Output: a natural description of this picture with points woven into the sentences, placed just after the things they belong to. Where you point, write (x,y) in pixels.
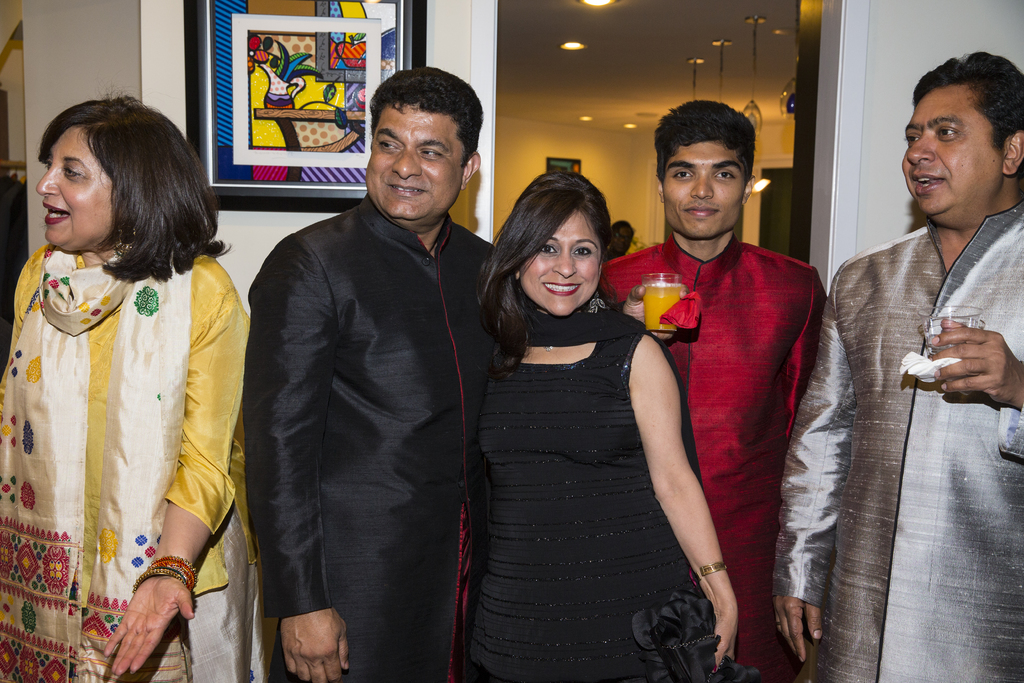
In this image I can see the group of people (498,544) with different color dresses (482,527). I can see the two people (773,368) are holding the glasses (663,311). In the background (286,201) I can see the boards (322,202) to the wall (522,160). I can see the lights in the top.
